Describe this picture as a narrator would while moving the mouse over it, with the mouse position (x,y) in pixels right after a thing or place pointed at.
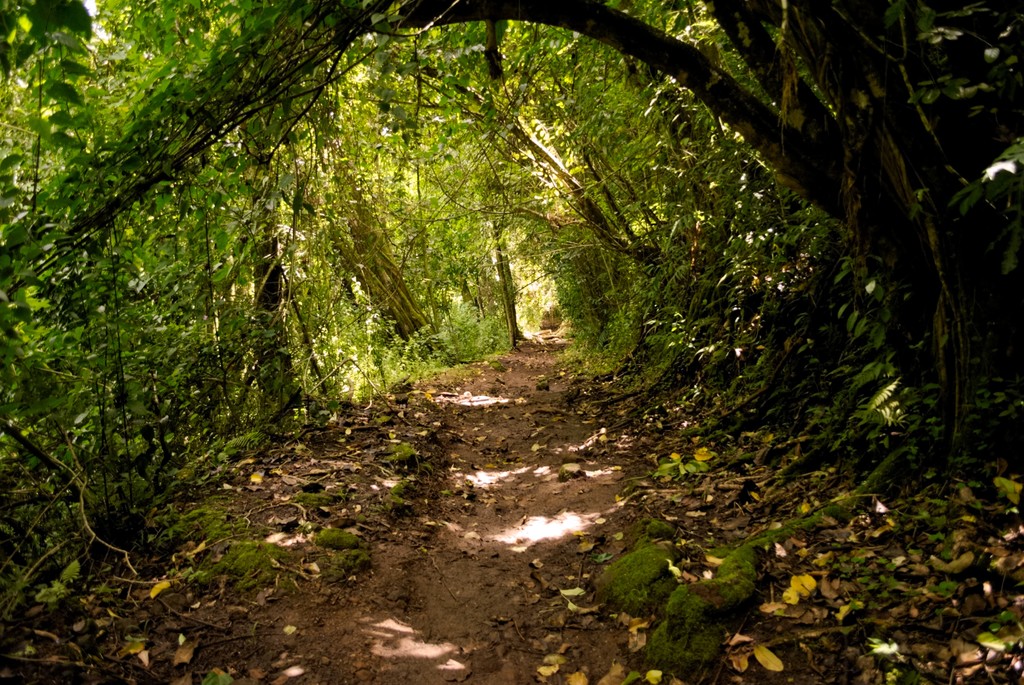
In this image I can see grass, road (590,483) and trees (89,121). This image is taken during a day may be in the forest (664,350).
